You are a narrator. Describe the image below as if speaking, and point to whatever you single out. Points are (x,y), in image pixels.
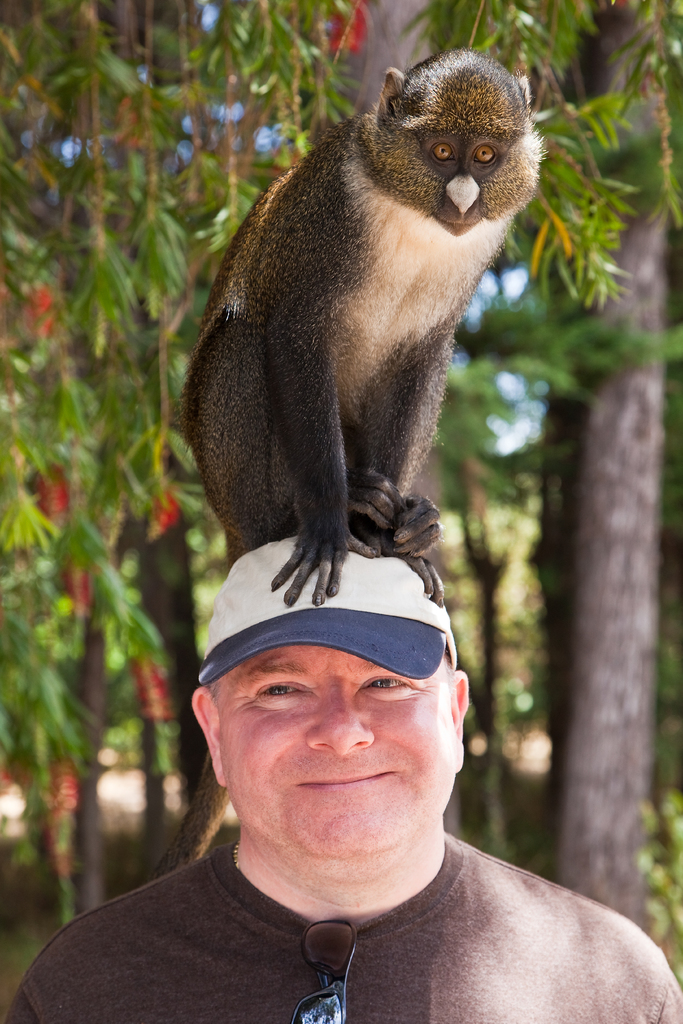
Here we can see a man (363,923) wearing a cap (311,621) and a monkey (343,306) sitting on his head (430,721) at the back ground (313,27) we can see trees (152,86).
